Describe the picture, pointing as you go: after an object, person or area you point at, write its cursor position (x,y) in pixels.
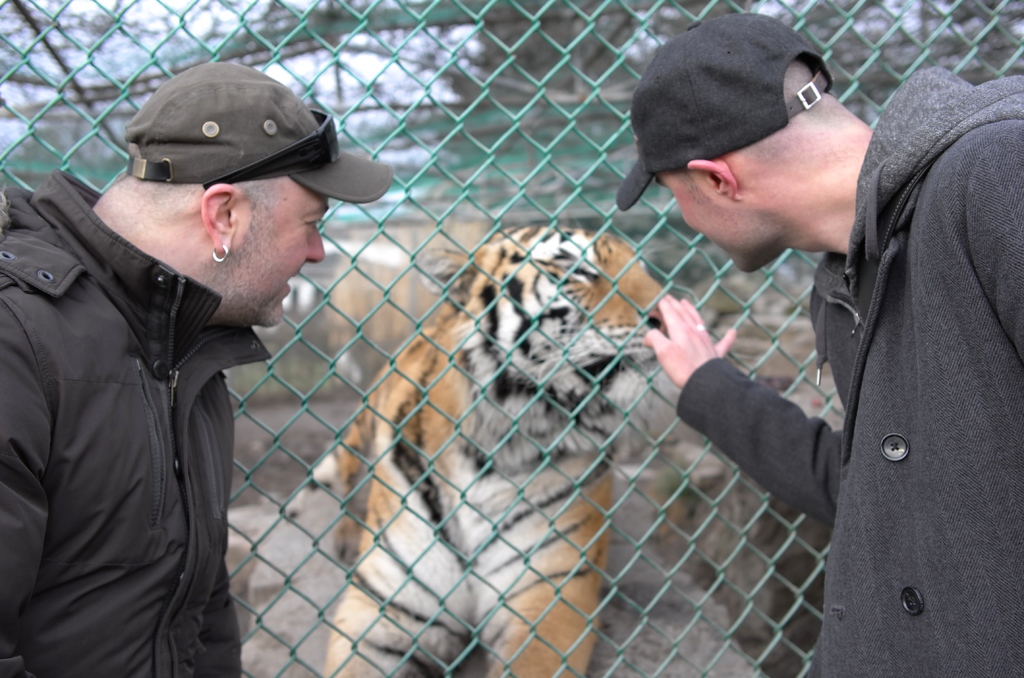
In this image we can see two persons (263,194) with caps (318,171). In the background (534,212) we can see the fence (556,290) and behind the fence (441,528) we can see the tiger (600,364).
